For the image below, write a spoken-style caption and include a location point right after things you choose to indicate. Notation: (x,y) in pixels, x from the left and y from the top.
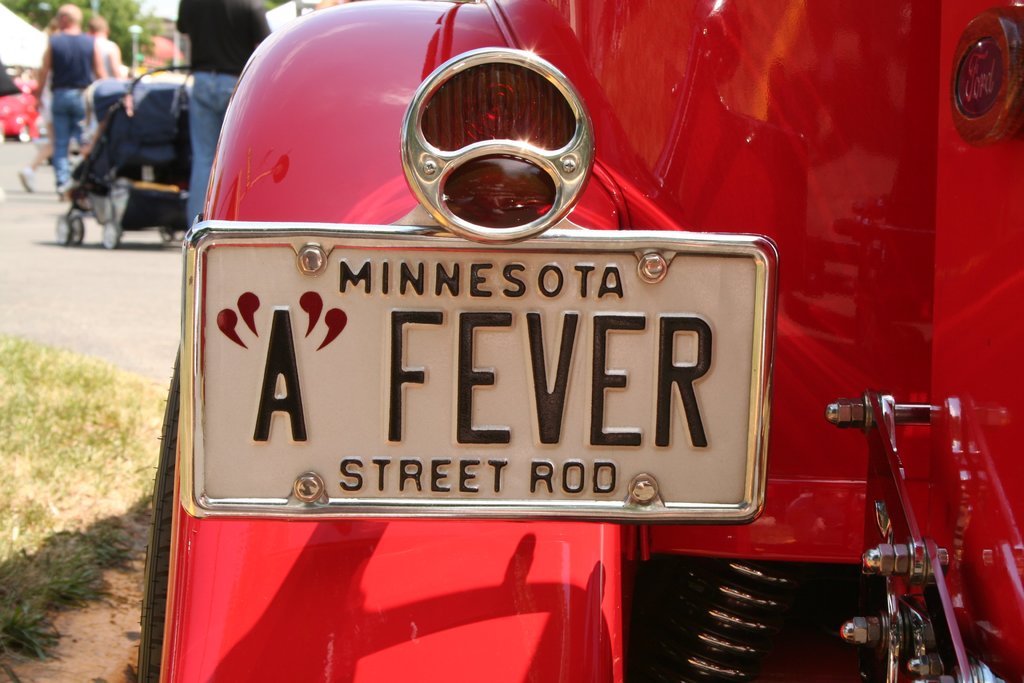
In the foreground (801,52) we can see car (812,63), nameplate (322,443), grass (53,566) and indicator light (489,136). At the top (71,74) towards left (108,76) we can see people (116,59), stroller (114,128), tent (41,42), road (108,304) and other objects (155,45).
